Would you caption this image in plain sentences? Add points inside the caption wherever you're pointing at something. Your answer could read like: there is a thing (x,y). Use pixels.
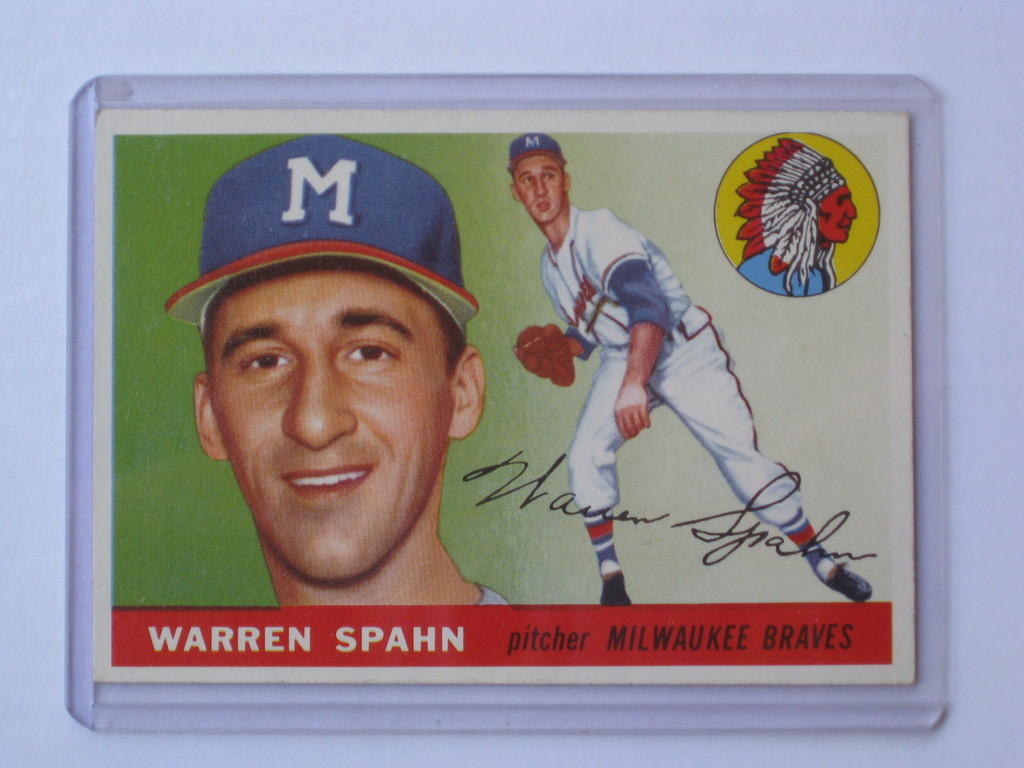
In this image I can see the board (623,266) and I can see the person (731,358) and something is written on the board (631,600) and I can see the white color background (17,140).
